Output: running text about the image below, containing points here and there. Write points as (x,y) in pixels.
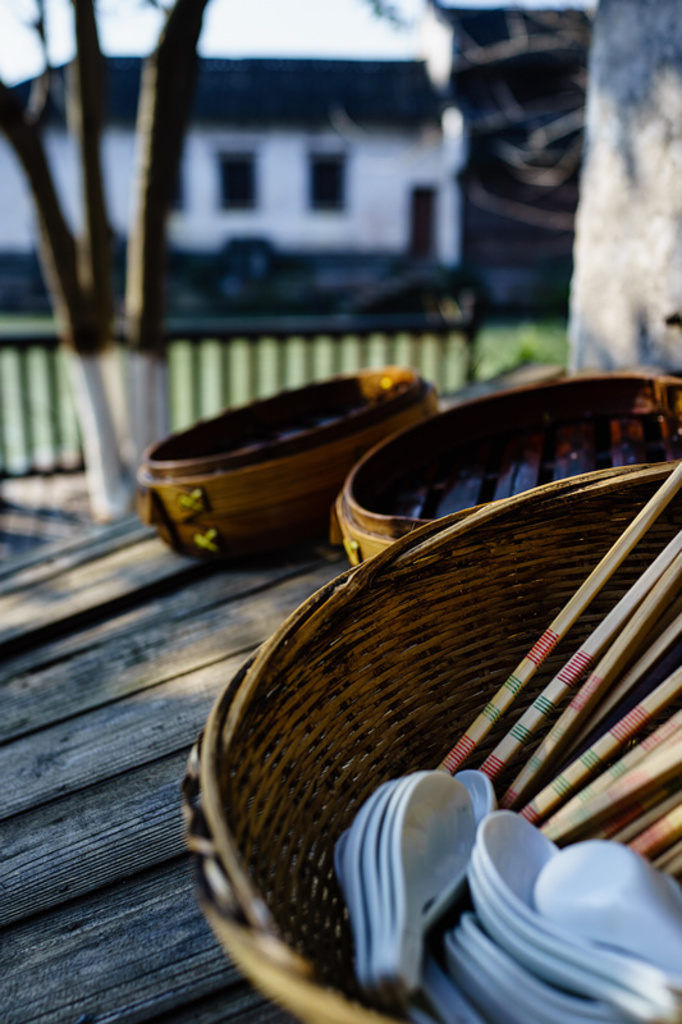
In this picture I can observe wooden baskets (373,586) placed on the wooden surface (56,707). I can observe some white color spoons (474,878) and chopsticks (583,814) placed in this basket (430,679). On the left side (159,265) I can observe a tree (93,113) and a railing (46,341). In the background (202,186) I can observe house (262,176).
